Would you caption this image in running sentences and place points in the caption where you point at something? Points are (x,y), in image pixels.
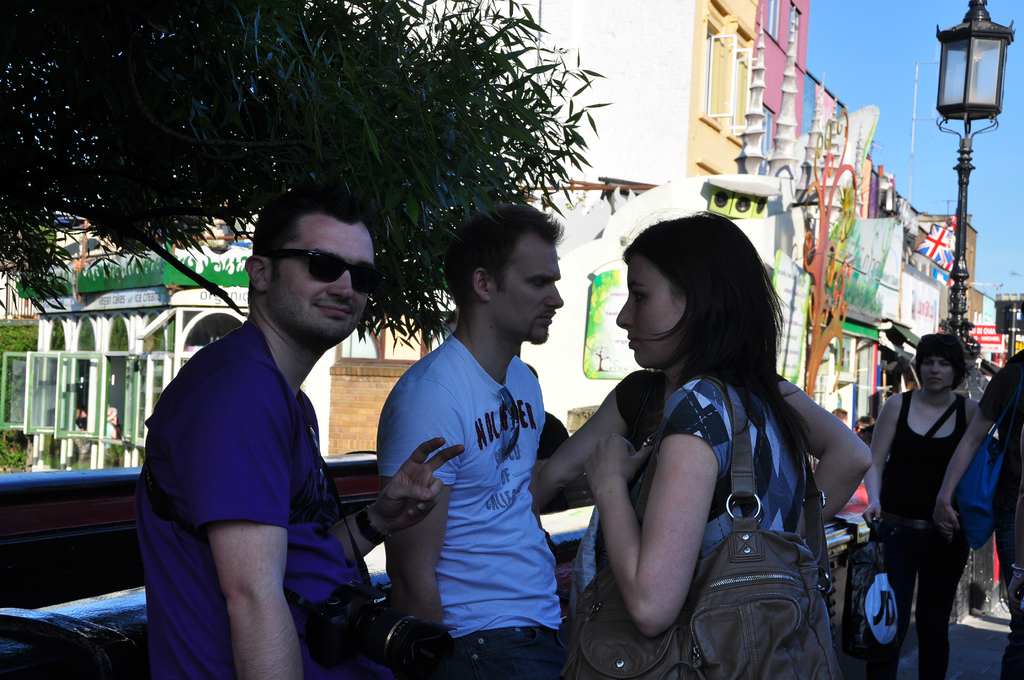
In this image I can see number of persons (462,445) are standing and I can see a woman (702,444) is wearing a bag (725,613). In the background (1003,386) I can see few persons (990,386), few buildings (721,180), few poles (962,254), a tree (244,114), few flags (946,237) and the sky (889,99).
